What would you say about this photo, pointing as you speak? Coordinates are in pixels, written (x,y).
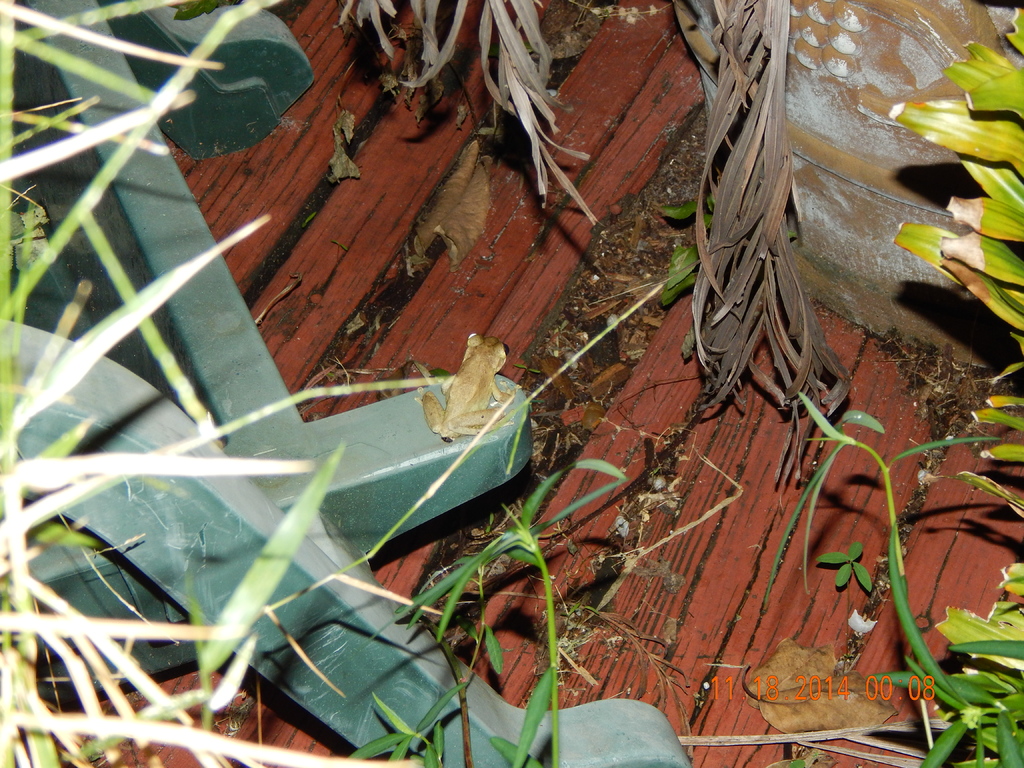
In the center of the image (477,411) we can see a frog (479,395) on the stand (347,430). On the right (908,26) there is a flower pot (861,314) and we can see plants (300,537). In the background (527,184) we can see a wooden surface (640,411).
